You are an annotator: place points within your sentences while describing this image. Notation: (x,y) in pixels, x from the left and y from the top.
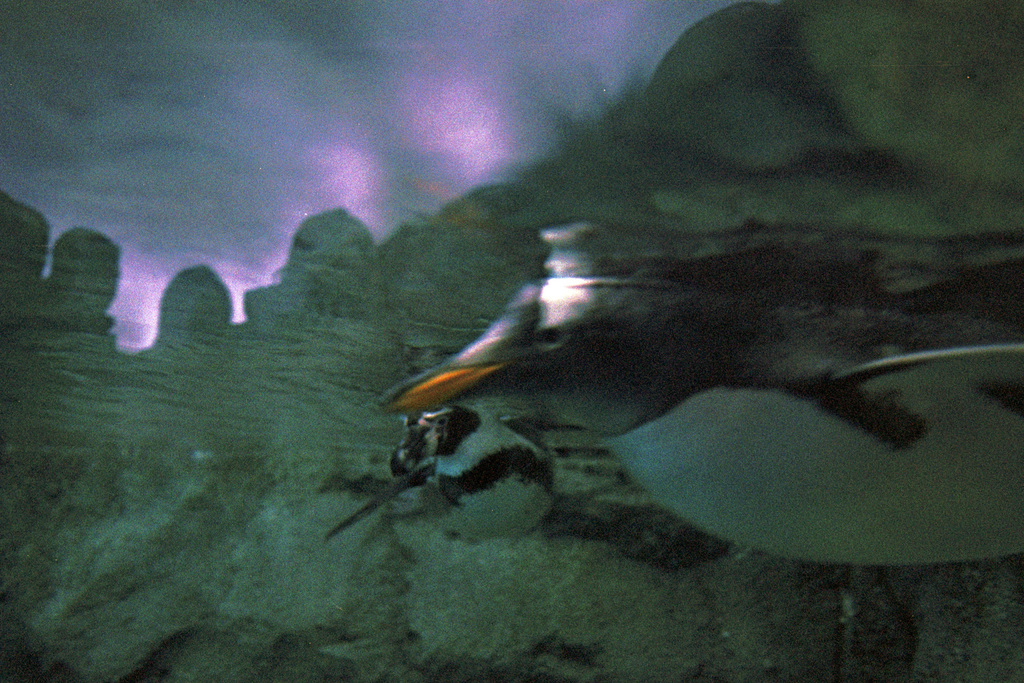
In this picture I can observe two penguins (539,419) swimming in the water (145,438). I can observe shadows (88,287) of humans (71,281) on the left side (91,270).
